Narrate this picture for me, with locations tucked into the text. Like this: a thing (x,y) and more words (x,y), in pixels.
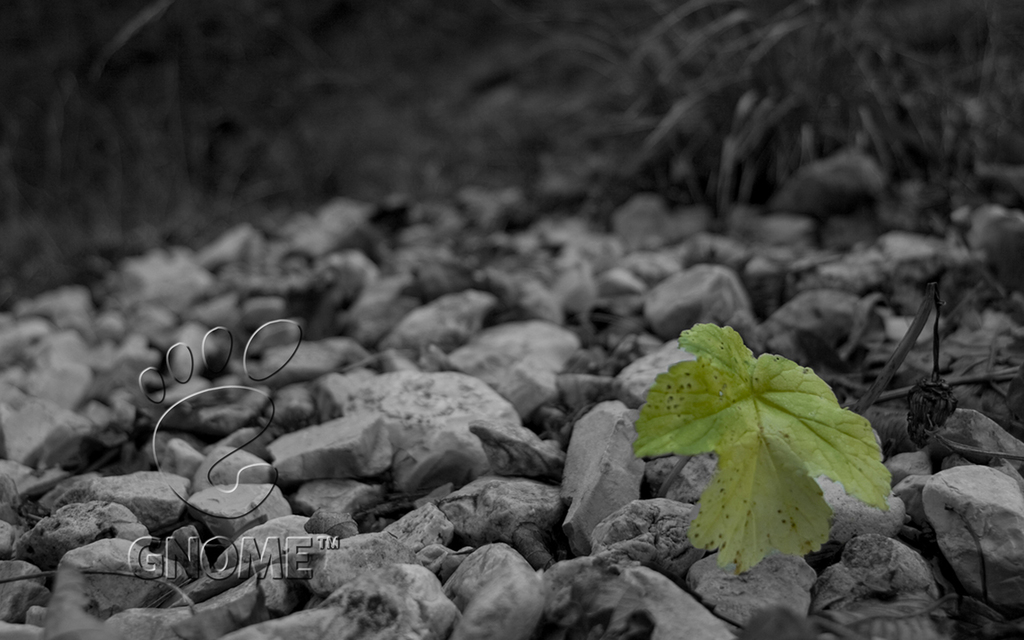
In this image we can see a leaf (683,366), stones (611,384), also we can see plants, and the background (637,20) is blurred.
